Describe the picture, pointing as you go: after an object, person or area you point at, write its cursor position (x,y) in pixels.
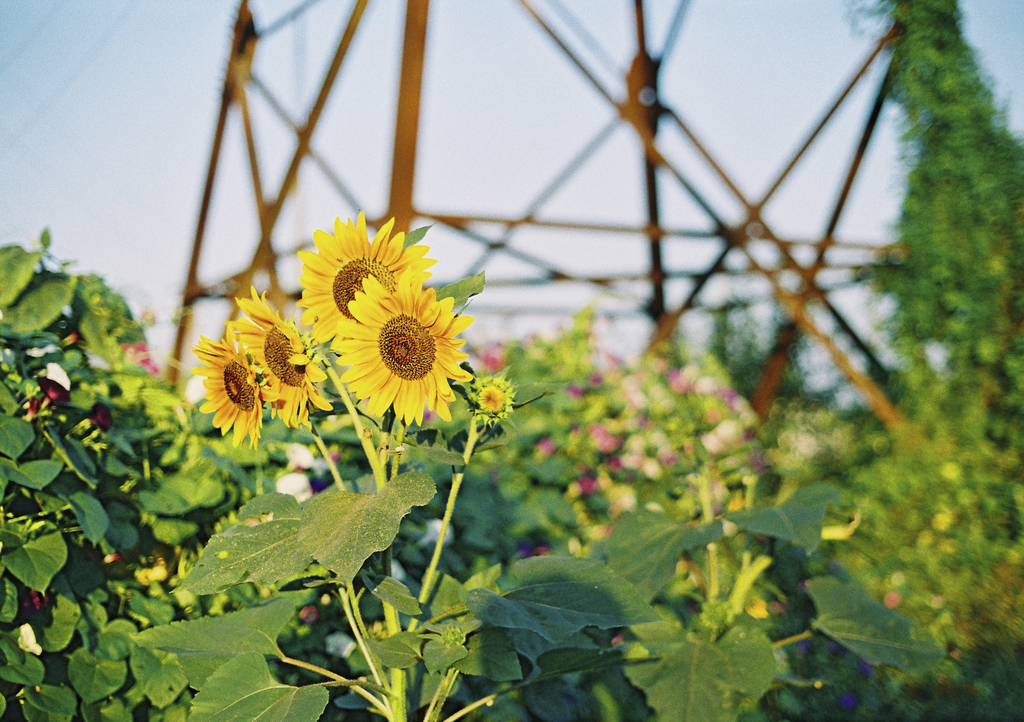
In this picture I can see there are a few plants (339,456) and there are yellow color flowers (409,412) and there is a tower (407,134) in the backdrop (402,226), the backdrop (243,5) is blurred and the sky (439,19) is clear.
